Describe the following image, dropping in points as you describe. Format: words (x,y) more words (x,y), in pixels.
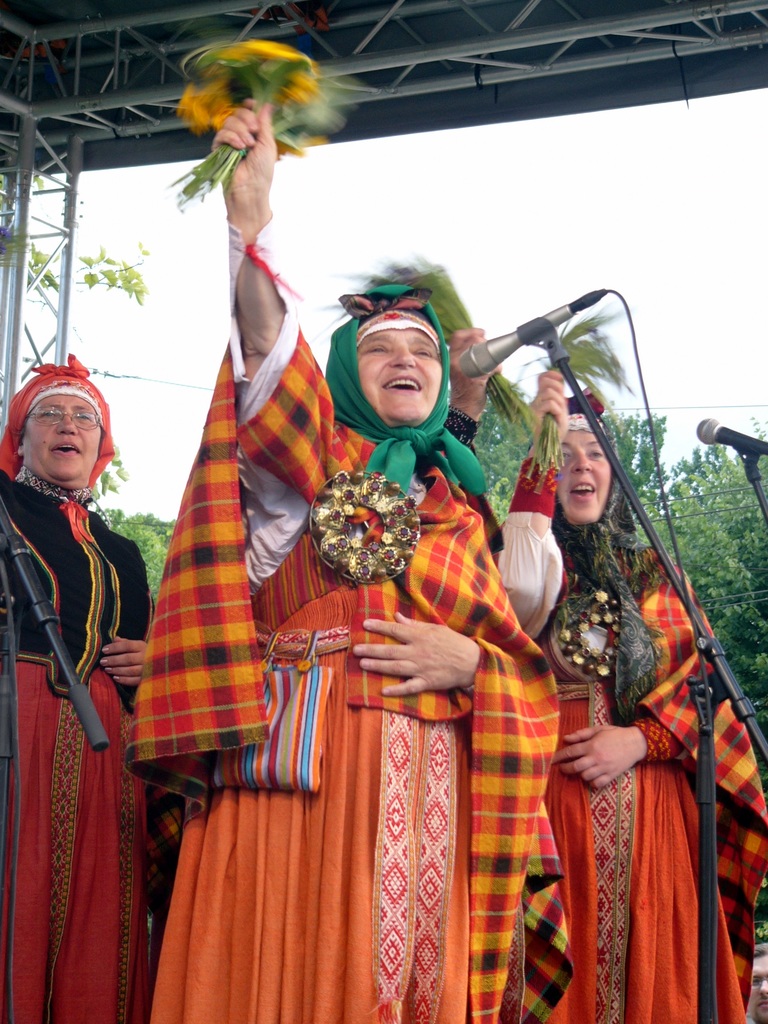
In the image we can see three women (359,716) standing and they are wearing clothes (410,701). Here we can see microphones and cable wires (668,526). Here we can see trees (657,516), shed (50,17) and the sky (151,307).
